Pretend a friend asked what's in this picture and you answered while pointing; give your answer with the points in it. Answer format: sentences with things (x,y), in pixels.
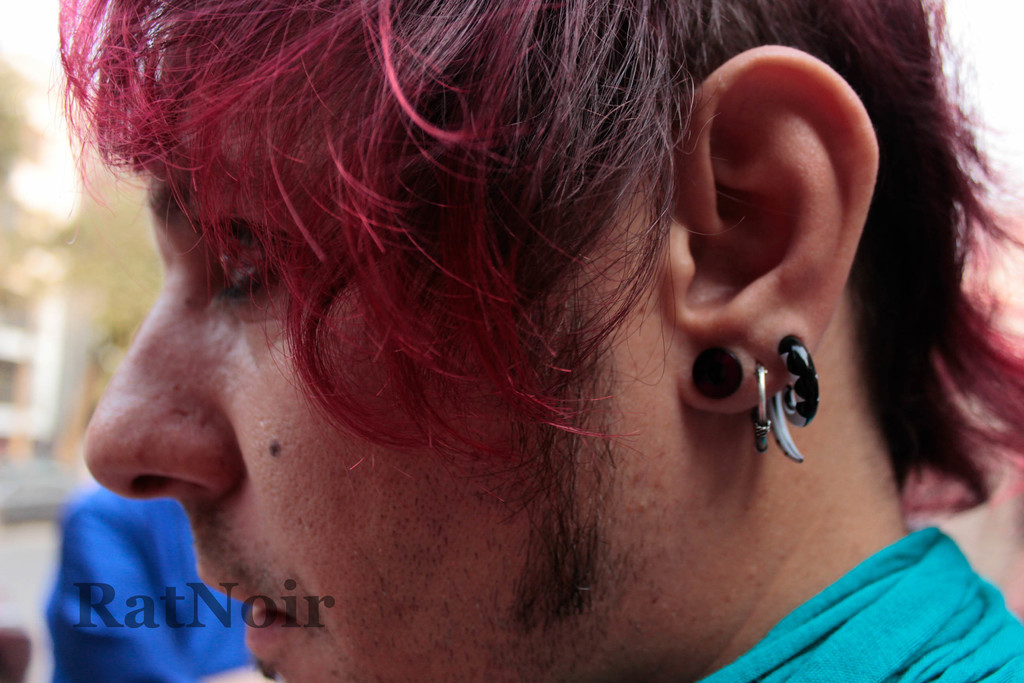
In the image we can see a person (406,366) wearing clothes (877,596), this is an ear stud (699,385) and earring (798,397). We can even see a watermark (232,617) and the background (75,235) is blurred.
